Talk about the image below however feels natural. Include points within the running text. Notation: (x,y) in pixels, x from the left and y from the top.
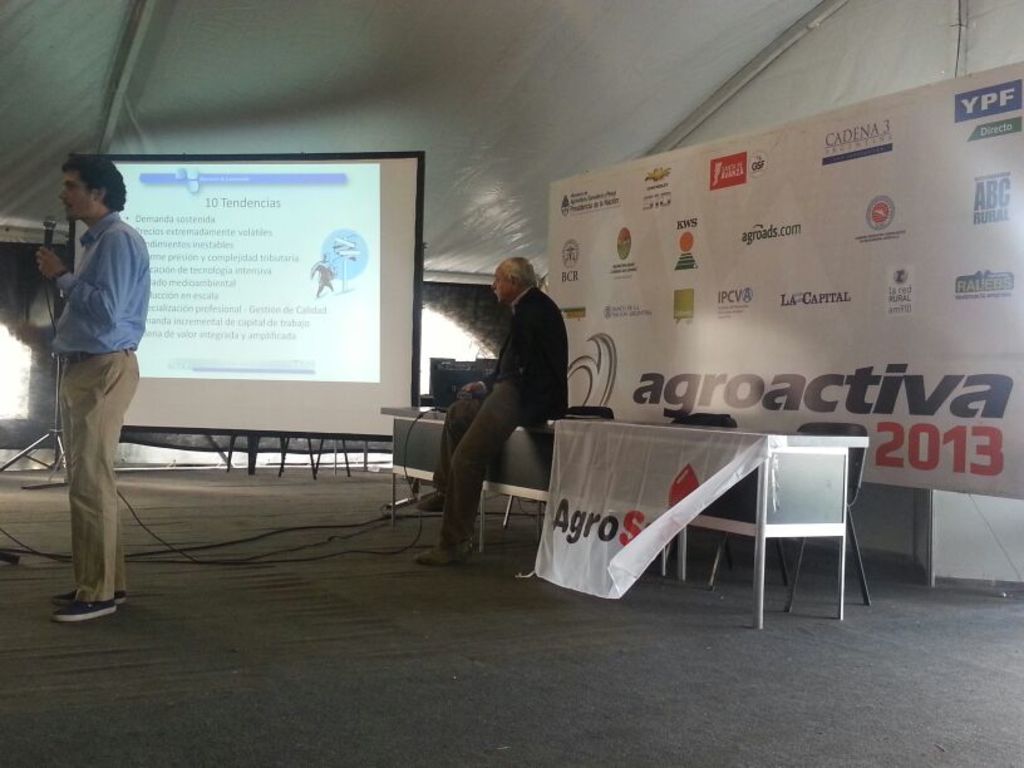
In this image there are two persons (447,431) at the left side of the image (70,215) there is a person (93,501) who is standing and holding a microphone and at the middle of the image (464,505) there is a person (491,404) who is sitting on the table (618,444) and at the background of the image (596,391) there is a banner (731,243).
